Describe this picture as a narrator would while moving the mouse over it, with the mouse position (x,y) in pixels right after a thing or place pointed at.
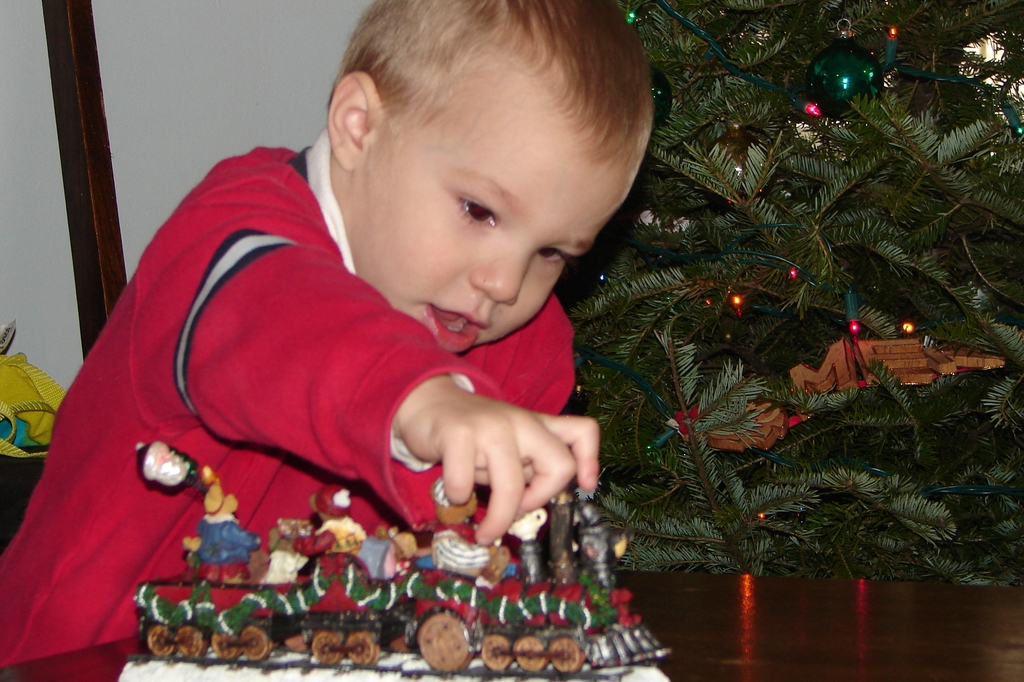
In this image, I can see a boy (251,366) holding a toy (396,604), which is on a wooden object (721,667). I can see a tree (759,341) with lights (893,50) and decorative items (842,375). On the left side of the image (39,424), there is an object (30,419). In the background (268,42), I can see the wall (193,68).
